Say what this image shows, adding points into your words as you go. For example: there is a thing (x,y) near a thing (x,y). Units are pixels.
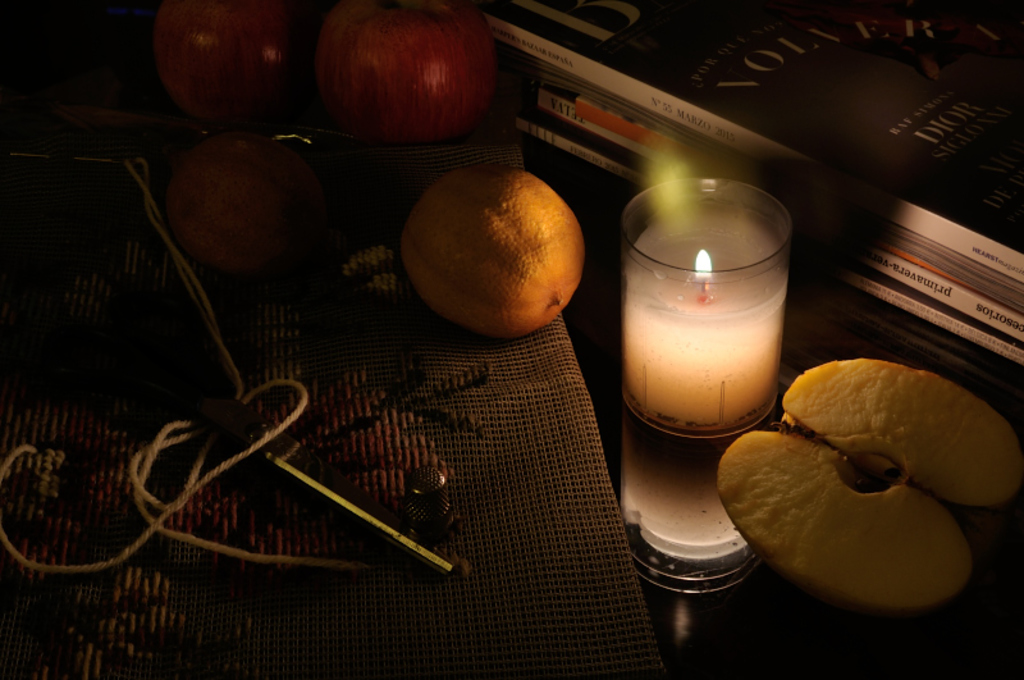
In this image, I can see red apples (413,119), oranges (424,249), and apple slice (909,427), a candle (738,408) with a flame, books (632,118), cloth (521,446), thread (232,459) and few other things (250,410) on the table (720,603). I can see the reflection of the candle (701,393) on the table (748,596).
